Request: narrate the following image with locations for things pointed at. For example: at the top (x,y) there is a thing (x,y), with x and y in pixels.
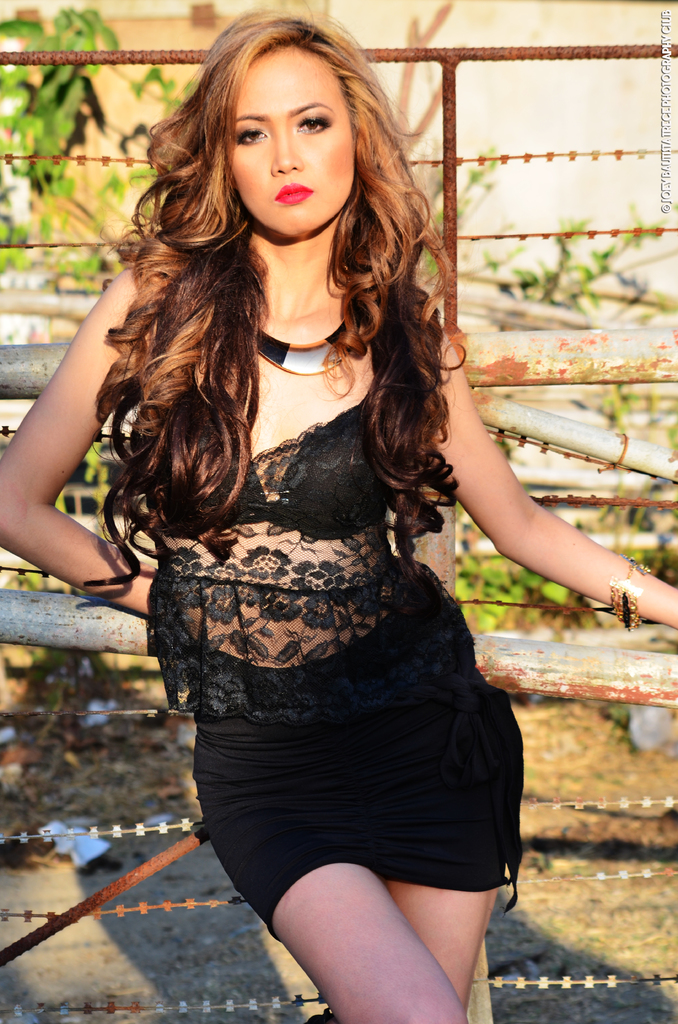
In this image, we can see the woman (338,681) is watching and standing. Background (26,708) we can see poles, rods (659,50), plants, wire fence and ground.
